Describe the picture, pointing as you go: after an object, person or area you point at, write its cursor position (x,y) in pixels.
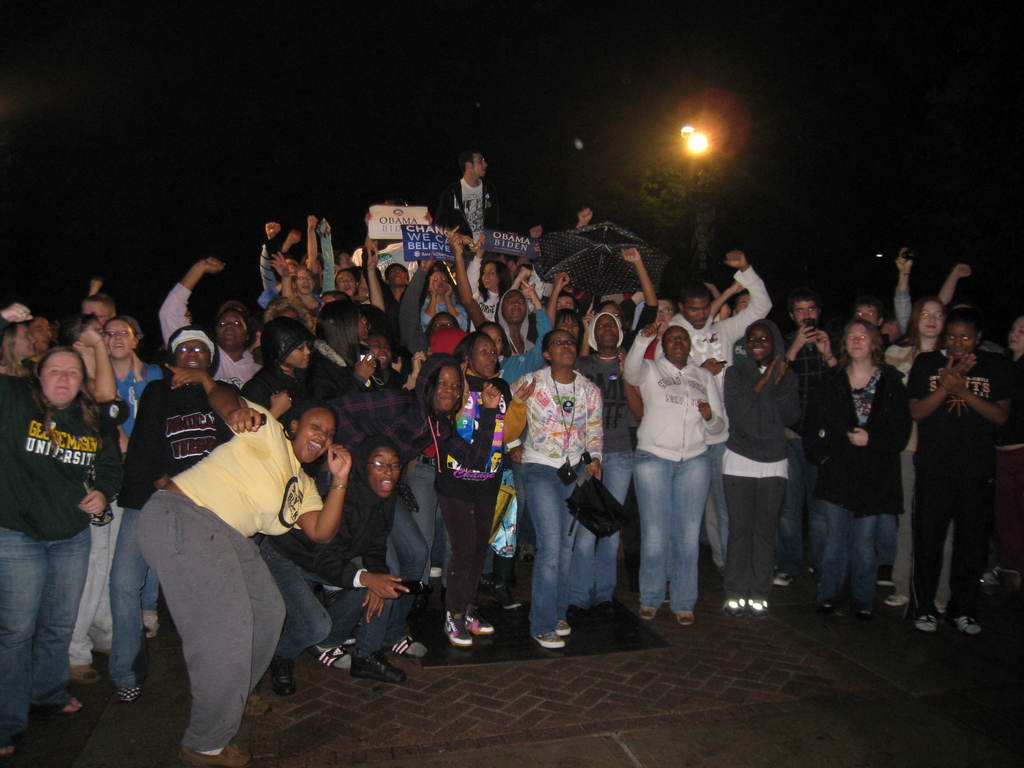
In this picture i can see many people (1007,364) were standing on the ground (710,648). In the center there is a man (461,213) who is wearing black jacket (452,204) and t-shirt (470,199). He is standing near to the banners (490,251) and posters (413,250). On the right (685,175) i can see the trees (694,202) and street light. In the top left corner (68,110) there's a darkness (110,56).
